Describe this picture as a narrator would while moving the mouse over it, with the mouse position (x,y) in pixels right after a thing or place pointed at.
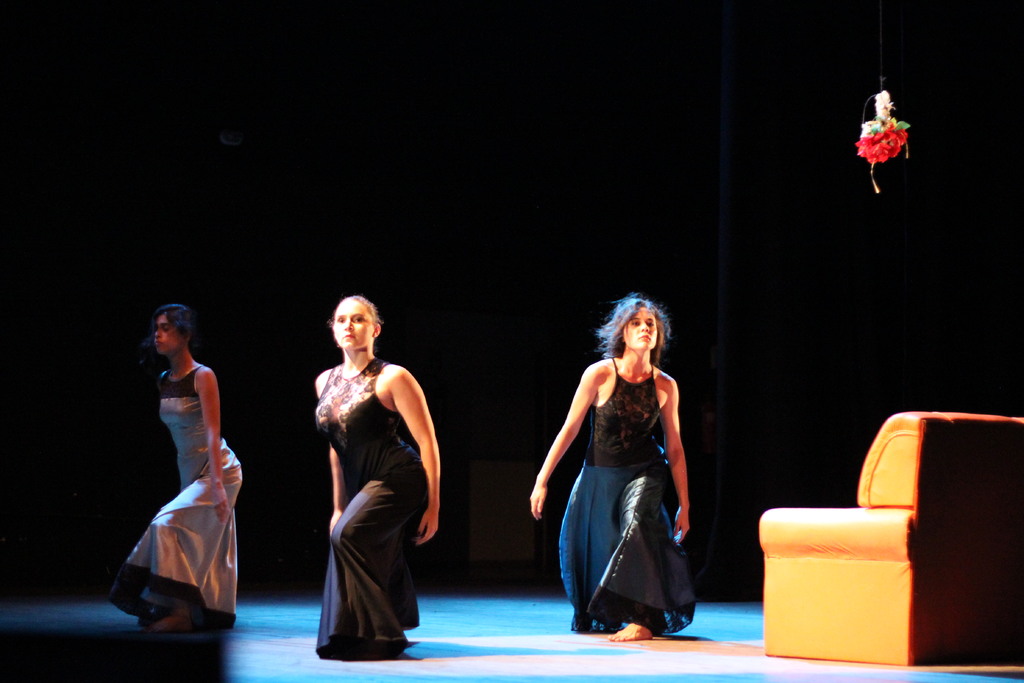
In this picture we can see there are three women (328,575) dancing on the floor (410,664) and on the right side of the women (417,494) there is a couch (915,522) and at the top (895,149) there are flowers (890,123). Behind the women (165,383) there is a dark background (347,224).
